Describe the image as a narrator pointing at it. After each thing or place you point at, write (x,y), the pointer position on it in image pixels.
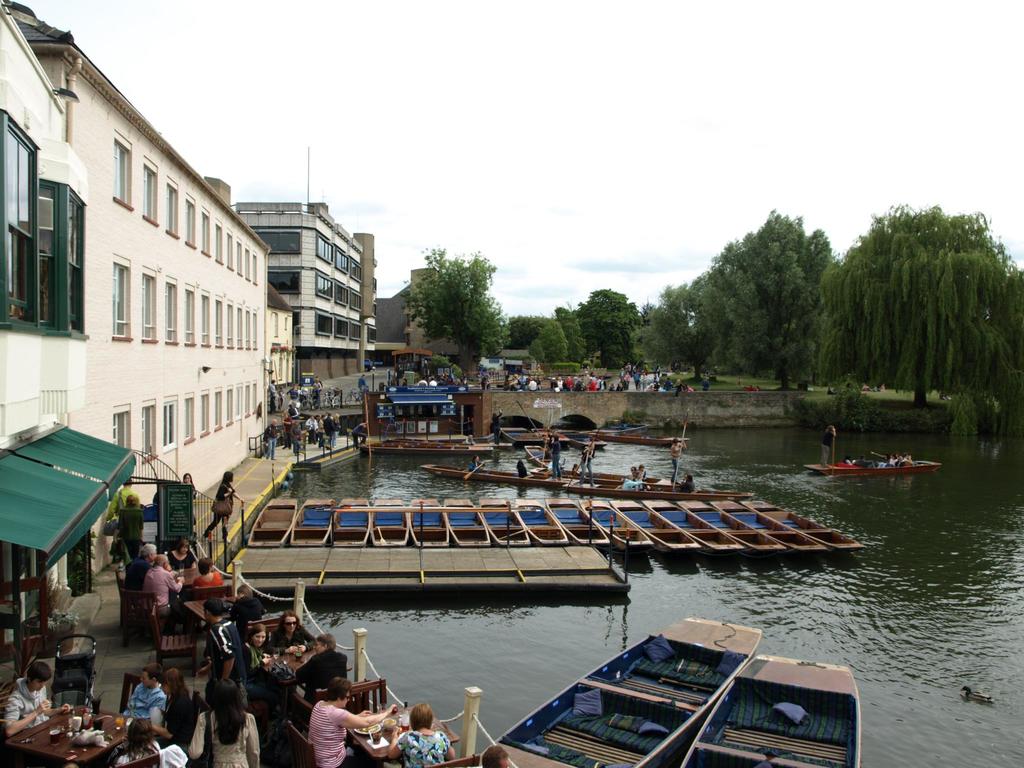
In this image there is water (889,675) at the bottom (936,719). In the water (888,703) there are boats (560,527). In the background (601,394) there is a bridge (622,405) on which there are few people (625,377). On the left side (154,359) there are buildings (189,365). In the background (820,291) there are trees (802,291). On the left side (179,690) bottom there are few people (176,710) sitting in the chairs (129,694) around the tables (105,718). On the tables (105,718) there are some food items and glasses (75,719).
